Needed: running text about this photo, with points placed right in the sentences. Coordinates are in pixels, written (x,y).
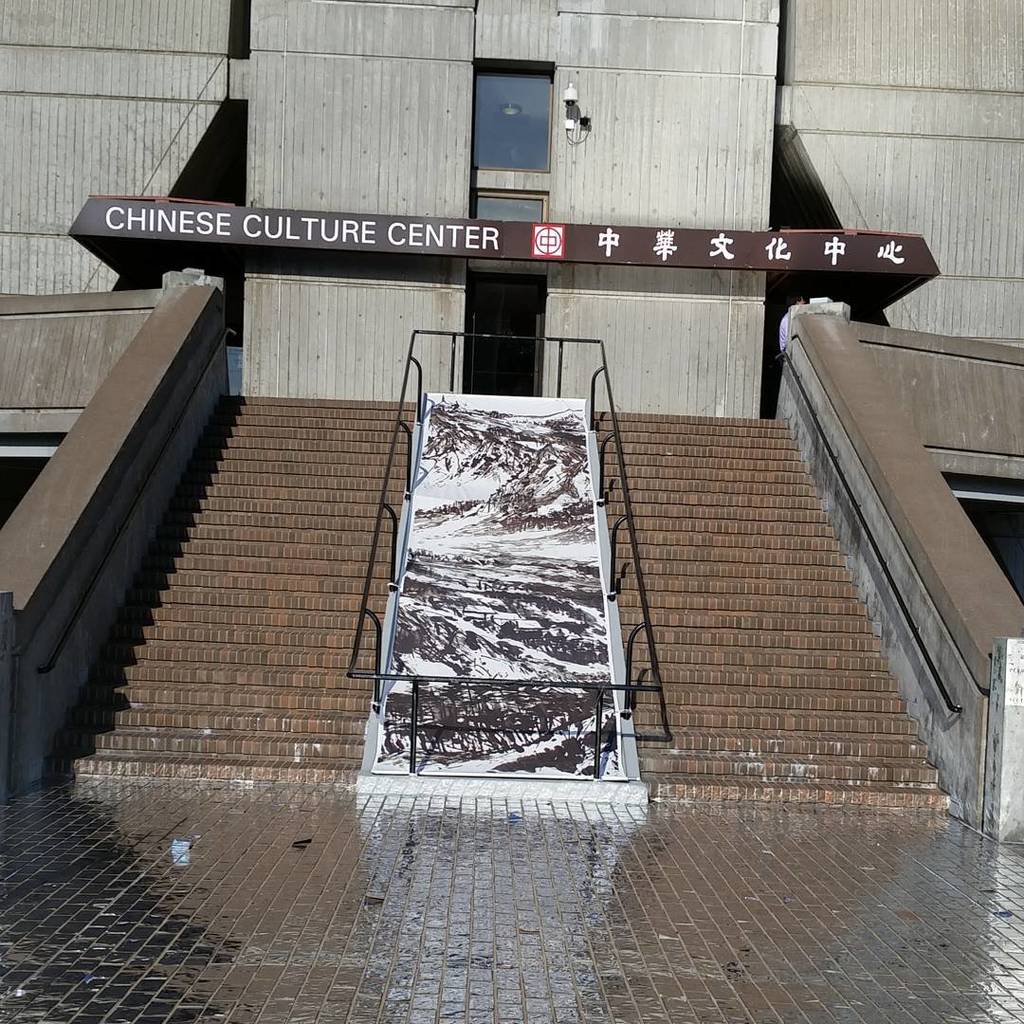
In the foreground of this image (543,929), there is a path (602,936). In the middle (362,485), there are stairs (742,558) and the railing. In the background (626,27), there is a building (117,14) with a name board (105,204) having text (440,235) on it as ¨ CHINESE CULTURE CENTER¨.
